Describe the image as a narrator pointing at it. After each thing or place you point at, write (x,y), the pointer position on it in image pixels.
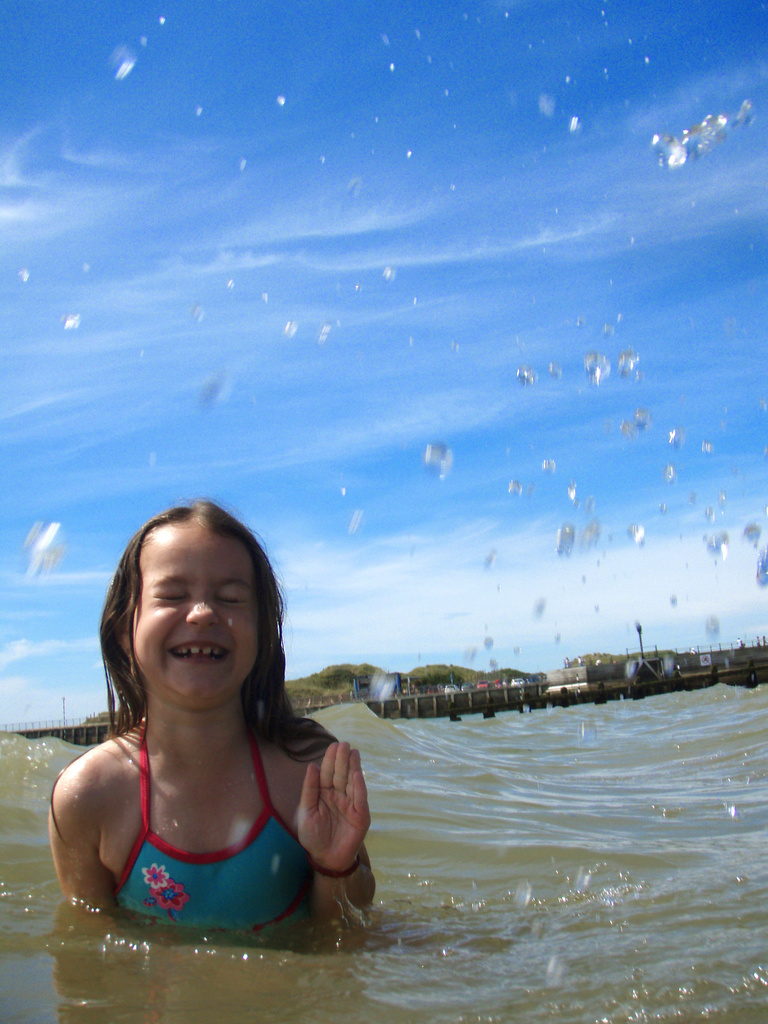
In this image I can see a baby (244,671) wearing a blue color dress (275,818) visible on the lake (519,773), at the top (262,316) I can see the sky (459,266) and I can see water bubbles (438,469) visible in the middle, in the middle (347,668) I can see trees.
